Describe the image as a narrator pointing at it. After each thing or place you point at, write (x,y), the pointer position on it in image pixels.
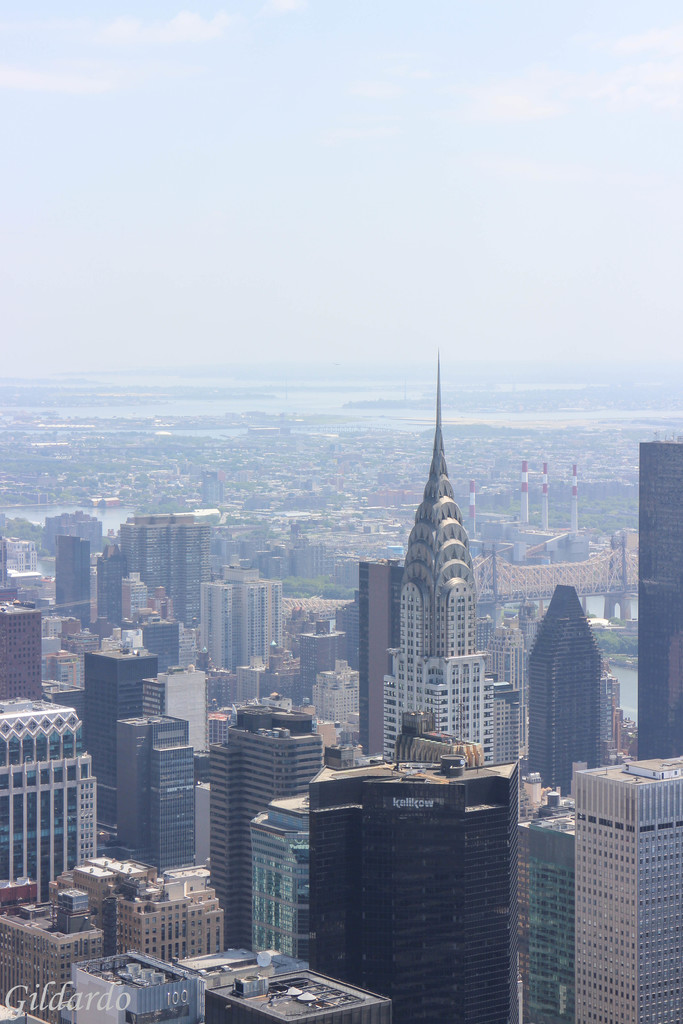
This image is taken outdoors. At the top of the image (139,165) there is the sky (407,111) with clouds (480,92). In the middle of the image (344,496) there are many buildings (139,605), houses (395,496) and skyscrapers (215,594) with walls (556,954), windows (370,966), roofs (338,992), balconies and doors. There are a few towers (459,569). There are many trees (587,515) and plants (595,517) on the ground (96,451). There is a bridge (483,590) and there is a river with water (99,507).
